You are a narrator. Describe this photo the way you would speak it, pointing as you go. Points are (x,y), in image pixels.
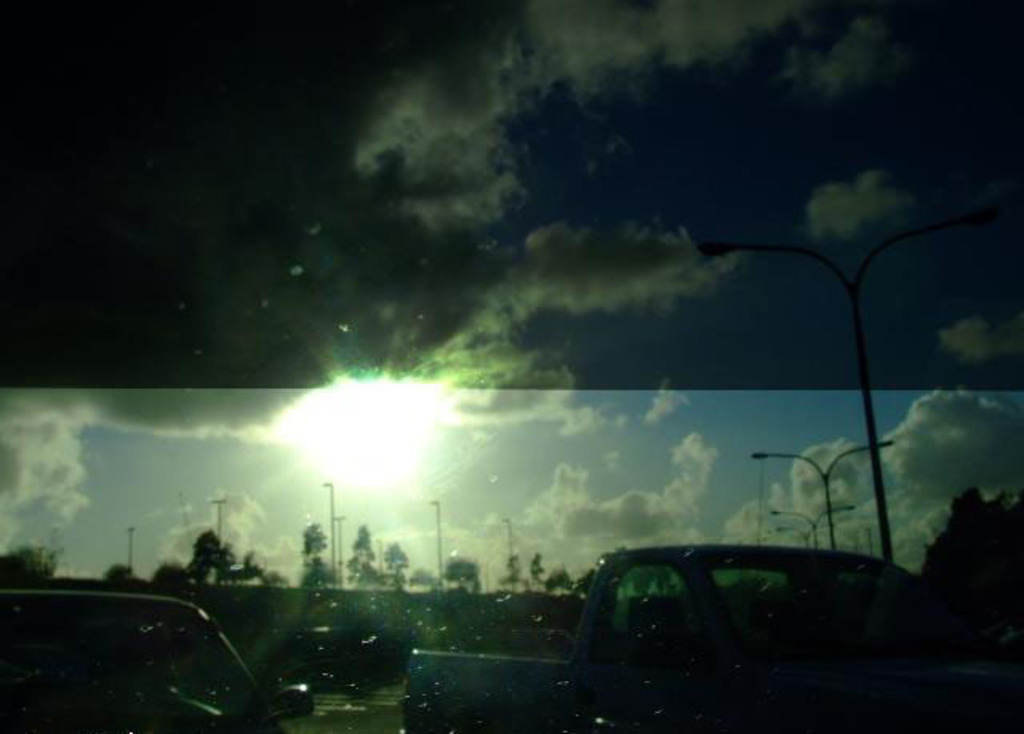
In this picture we can observe some cars (315,666) on the road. There are some poles (830,509) to which lights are fixed. In the background (222,557) there are some trees (227,566) and sky (654,486) with some clouds (600,510). We can observe sun (378,472) in the sky (343,452).
